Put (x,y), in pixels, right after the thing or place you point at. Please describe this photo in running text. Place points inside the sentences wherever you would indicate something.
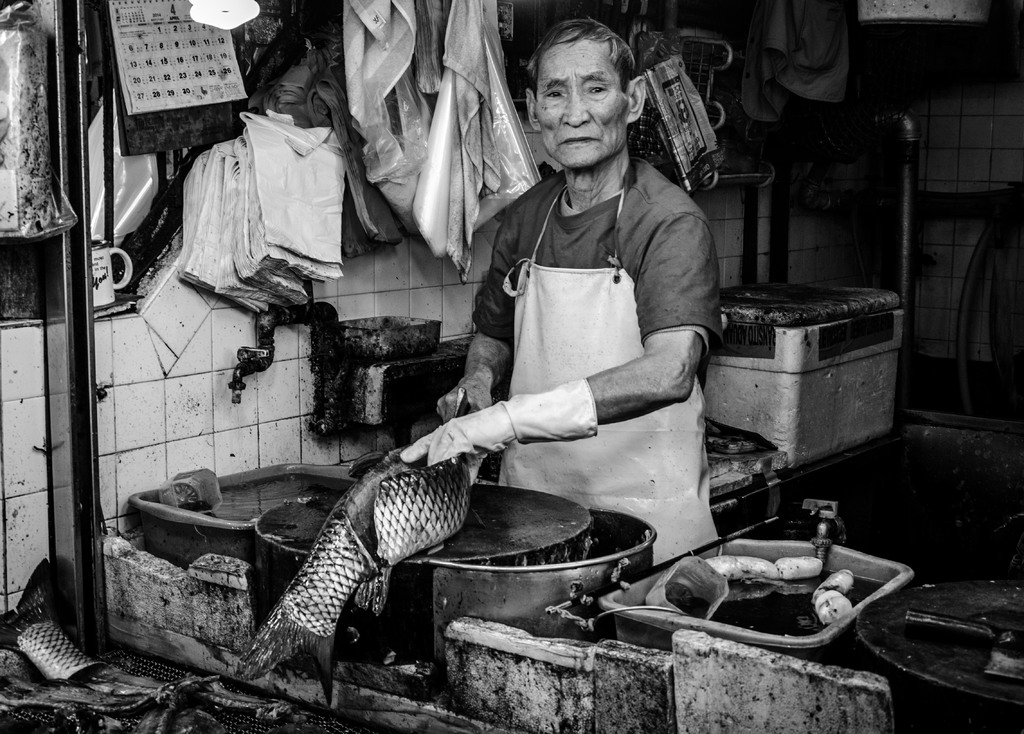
Here in this picture we can see an old person (551,285) standing over a place and he is wearing apron (553,371) and gloves (545,402) in hands (531,406) and cutting the fish (343,534) present in front of him with the help of knife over there and beside him on the wall (220,302) we can see number of plastic covers (277,190) and a calendar (183,85) and all other things (315,318) present over there and beside him we can see a tub (277,504) of water (304,487) present and on the right side (729,551) we can see tub (729,551) with other things (685,591) present over there and behind him we can see an ice box (852,318) present over there and in the front (131,671) we can see other number of fishes (84,693) present over there.
